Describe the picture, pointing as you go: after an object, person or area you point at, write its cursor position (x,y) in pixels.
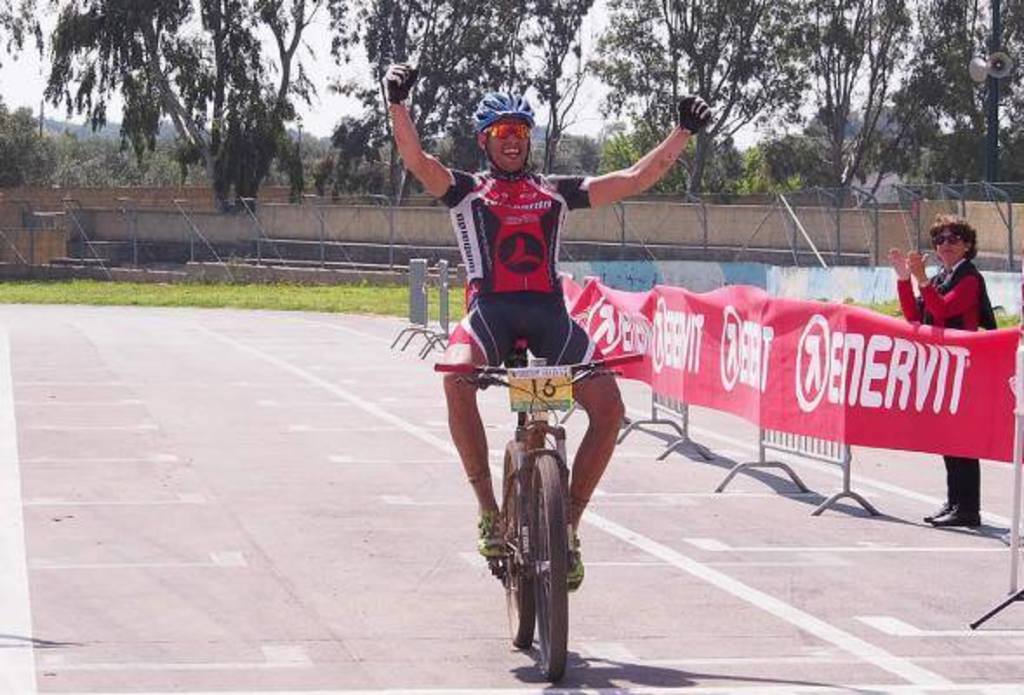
In this image there is a person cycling on the road (355,541). Beside him there are banners (722,354) on the metal rod fence (815,451). Behind the banner (912,324) there is a woman (949,465). In the background of the image (454,249) there is a wall (76,198). Behind the wall (808,232) there are trees (89,101). In front of the wall (254,252) there is a mesh rod fence (620,249). On top of the image (28,77) there is sky (32,63).
